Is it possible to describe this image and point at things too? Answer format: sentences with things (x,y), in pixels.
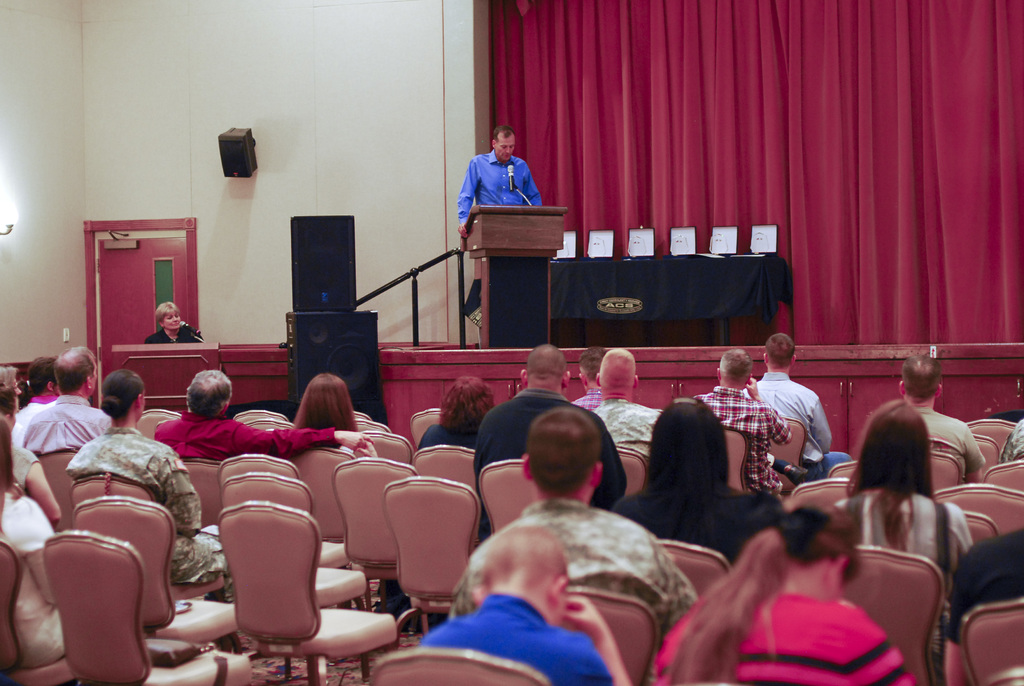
In this image I can see at the bottom (39,538) a group of people (787,536) are sitting on the chairs (432,523), in the middle (528,300) a man (495,179) is standing near the podium (519,331) and he is speaking. Beside him there are speakers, on the left side (134,256) there is a light (3,202) and a door (122,293). On the right side (893,288) there is the curtain (929,244), it looks like an auditorium (470,476).
